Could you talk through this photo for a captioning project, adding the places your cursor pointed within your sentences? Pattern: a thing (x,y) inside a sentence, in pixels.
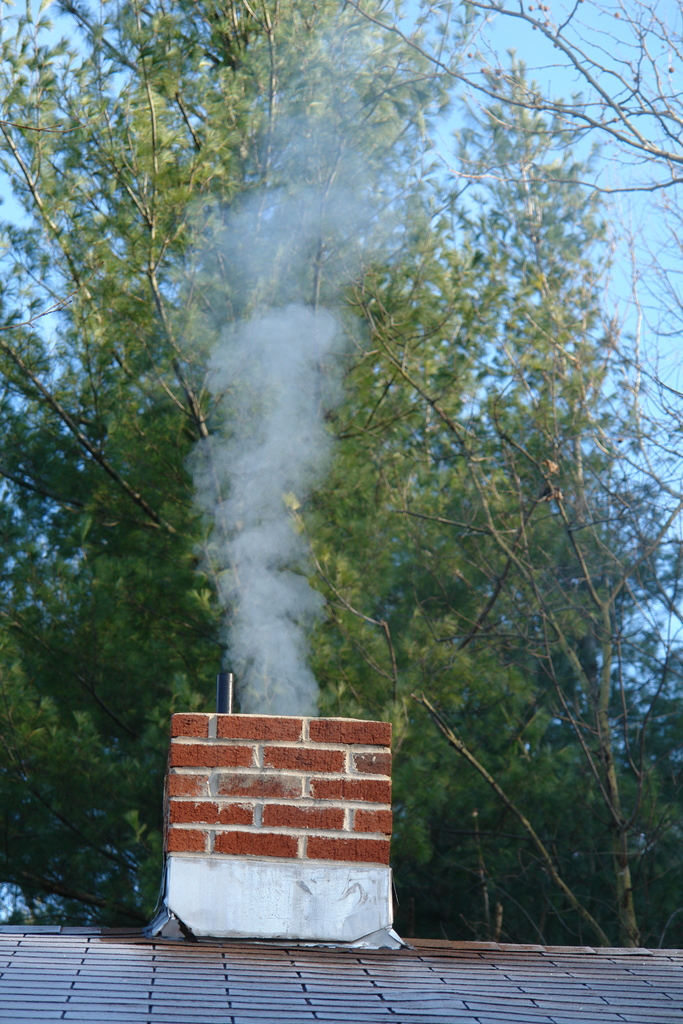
In this image, I can see a rooftop chimney (282,841) and smoke (268,482). In the background (160,466), there are trees (580,215) and the sky (549,81).
